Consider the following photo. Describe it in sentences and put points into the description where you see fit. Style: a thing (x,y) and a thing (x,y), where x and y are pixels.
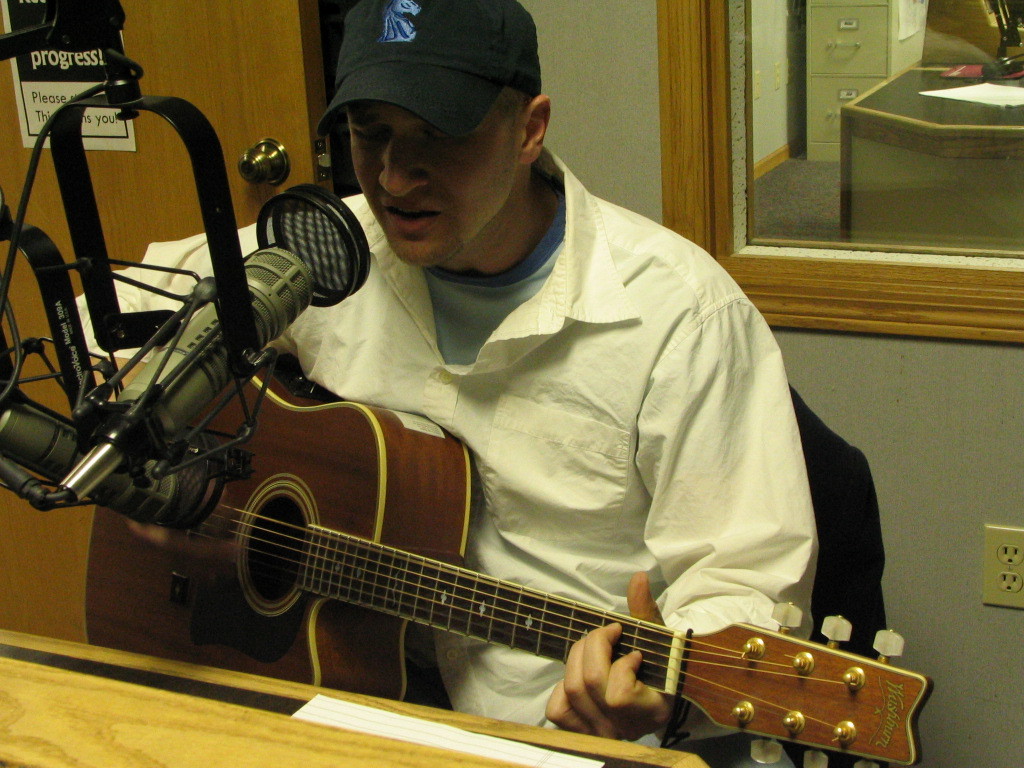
In the image we can see there is a man (578,502) who is sitting on chair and holding guitar (569,631) in his hand (630,704) and in front of him there is a mic (200,312) with a stand (220,287).
